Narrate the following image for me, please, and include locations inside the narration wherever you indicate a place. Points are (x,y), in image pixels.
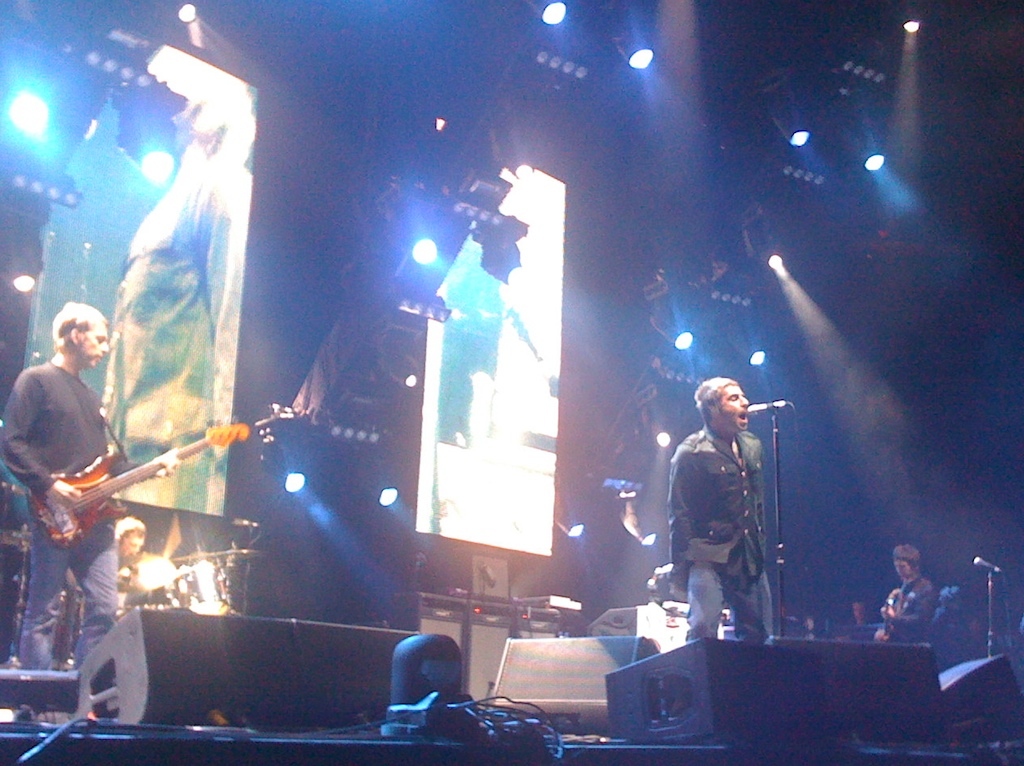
It is a music concert in which one man (754,469) is singing with the mic (779,401) in front of him and another man (92,389) is playing the guitar (86,495) to his right side. At the background (194,591) there is another who is playing drums (192,562). At the background (198,208) there are huge screens (491,295) and focus lights (429,255). On the stage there are speakers (787,698), wires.
